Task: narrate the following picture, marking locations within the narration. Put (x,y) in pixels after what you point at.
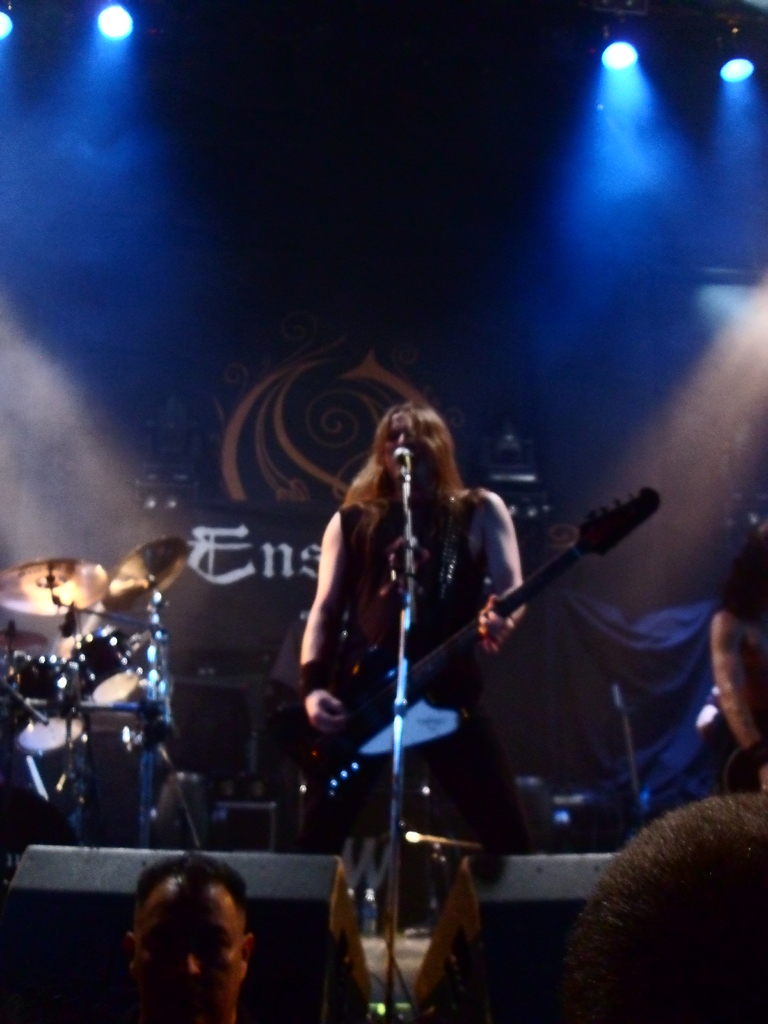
In this image I can see a person (389,563) standing. The person (458,605) is playing the guitar (410,739). There is a mic (407,467) and a stand (404,480). At the back side (81,670) we can see a musical instruments (124,638). The background (187,260) is black and there are blue lights (737,111).
